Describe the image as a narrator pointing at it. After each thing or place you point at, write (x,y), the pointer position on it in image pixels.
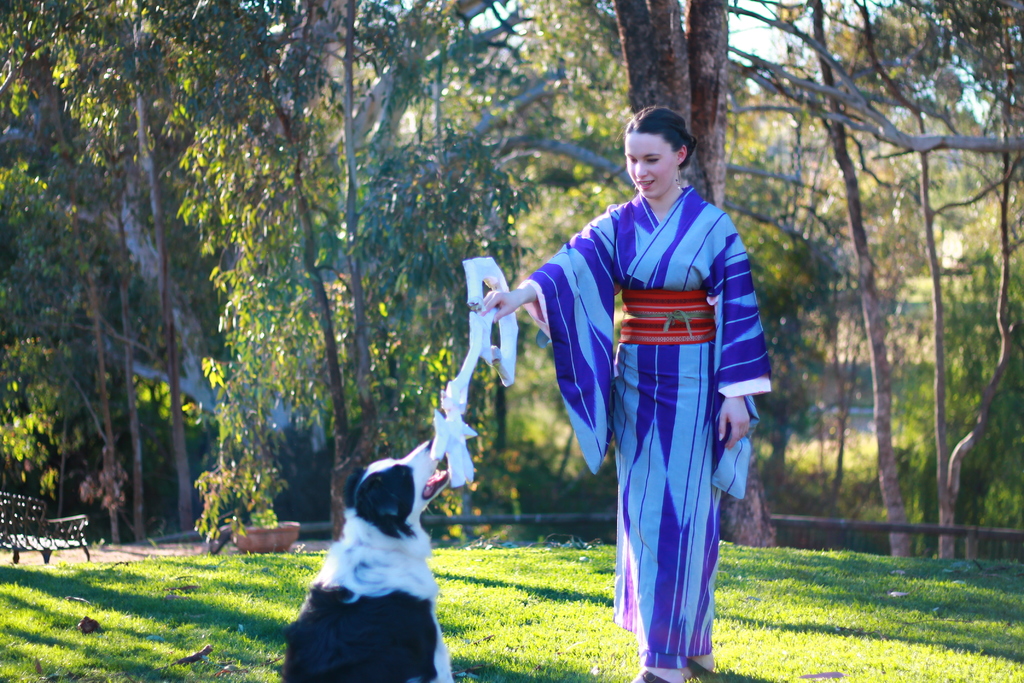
here in this picture we can see woman (712,221) holding some thing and playing with a dog (411,508) which is in front of it, here we can also see trees (433,126), here we can see grass (586,641) in the floor (462,648), here we can see a bench (24,542).
